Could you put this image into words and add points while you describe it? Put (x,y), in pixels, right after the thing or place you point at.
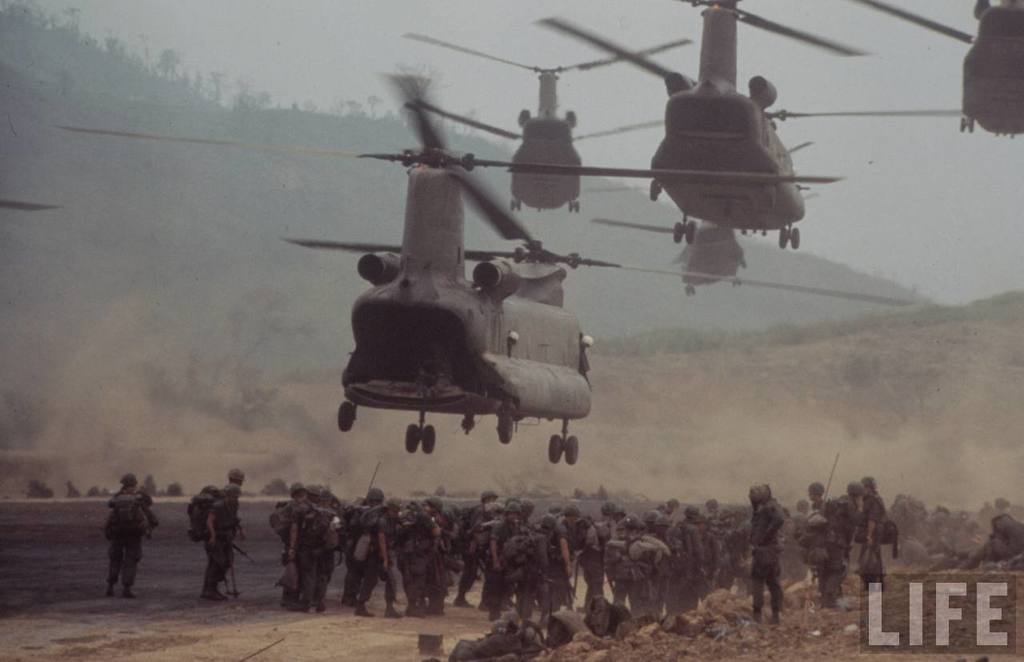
In this image there are so many military officers (402,561) standing on the ground (396,634) by wearing the bags (140,515) and holding the guns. At the top (731,152) there are so many helicopters (585,345). In the background (637,364) there are hills (206,270) on which there are trees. At the top (288,45) there is the sky (336,44). At the bottom (778,629) there is ground (769,648) on which there are stones (723,628).
